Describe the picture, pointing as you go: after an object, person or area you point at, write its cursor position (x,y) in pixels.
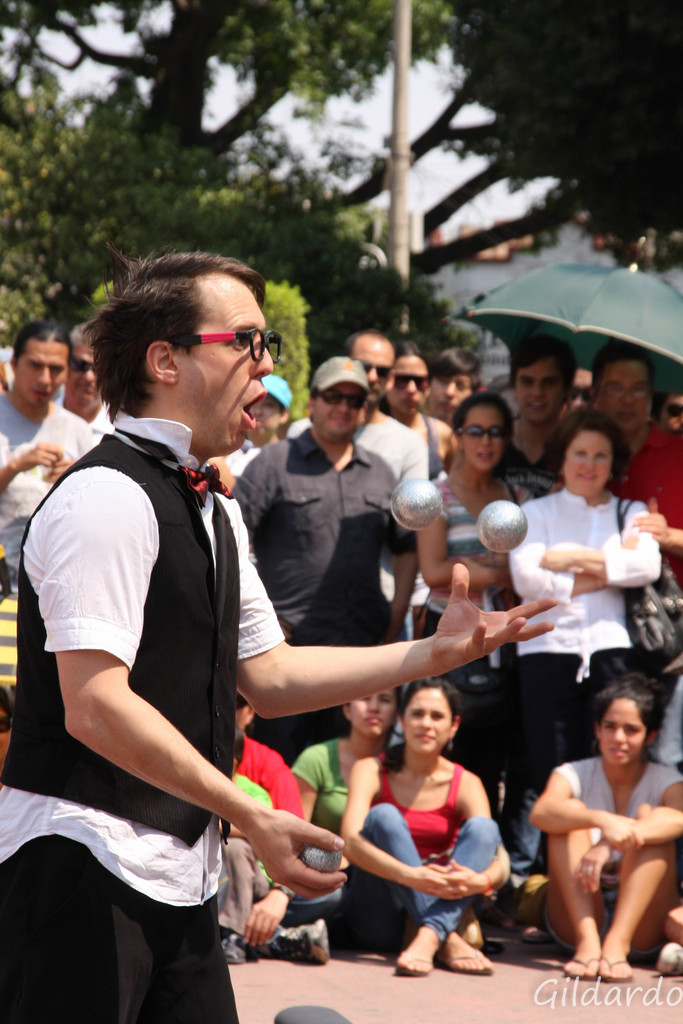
In the foreground of the picture (58,971) we can see a person (185,708) holding balls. In the middle (450,584) there are people (323,412). In the background (214,207) there are trees (501,229), plants (392,312), buildings (528,236) and sky (347,135).
